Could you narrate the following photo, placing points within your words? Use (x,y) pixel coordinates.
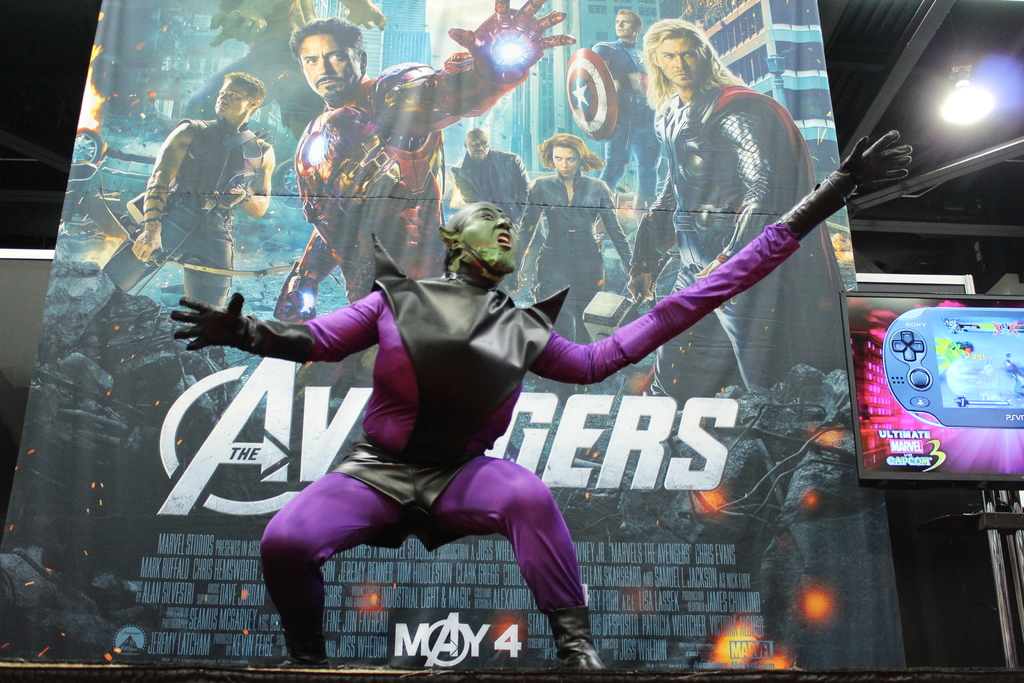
In the image we can see there is a person (468,334) standing and he is wearing a monster costume (492,385). Behind there is a banner (365,145) and it's written ¨The Avengers¨ and ¨May 4¨ on the banner (509,641). There are people (636,42) standing and there are buildings (712,7). There is a tv screen (948,369) kept on the stand (965,514).
